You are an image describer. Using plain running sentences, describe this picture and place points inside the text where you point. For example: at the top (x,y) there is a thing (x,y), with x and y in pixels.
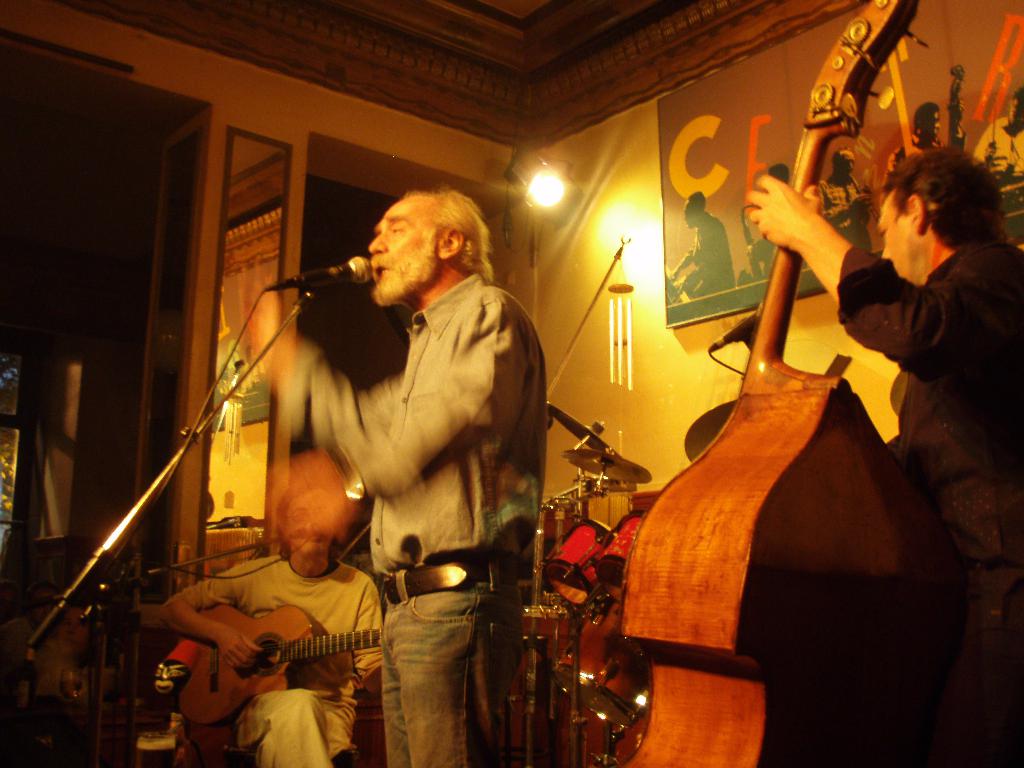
The picture is taken in a closed room (550,320) and at the right corner of the picture (995,316) one person (958,321) is standing and playing a double bass (830,503) and in the middle of the picture (487,453) one person (432,424) is standing and singing in front of the microphone (357,270) and at the left corner of the picture (270,712) one person (256,719) is sitting and playing the guitar (278,675) and behind him there are drums (621,625) and behind the drums (616,469) there is a wall (648,372) with poster (730,316) on it and some hangings (616,361) on it and at the left corner of the picture (230,445) there is a mirror (235,369) attached to the wall (179,526) and there is another room (64,460) with a window (3,447).
